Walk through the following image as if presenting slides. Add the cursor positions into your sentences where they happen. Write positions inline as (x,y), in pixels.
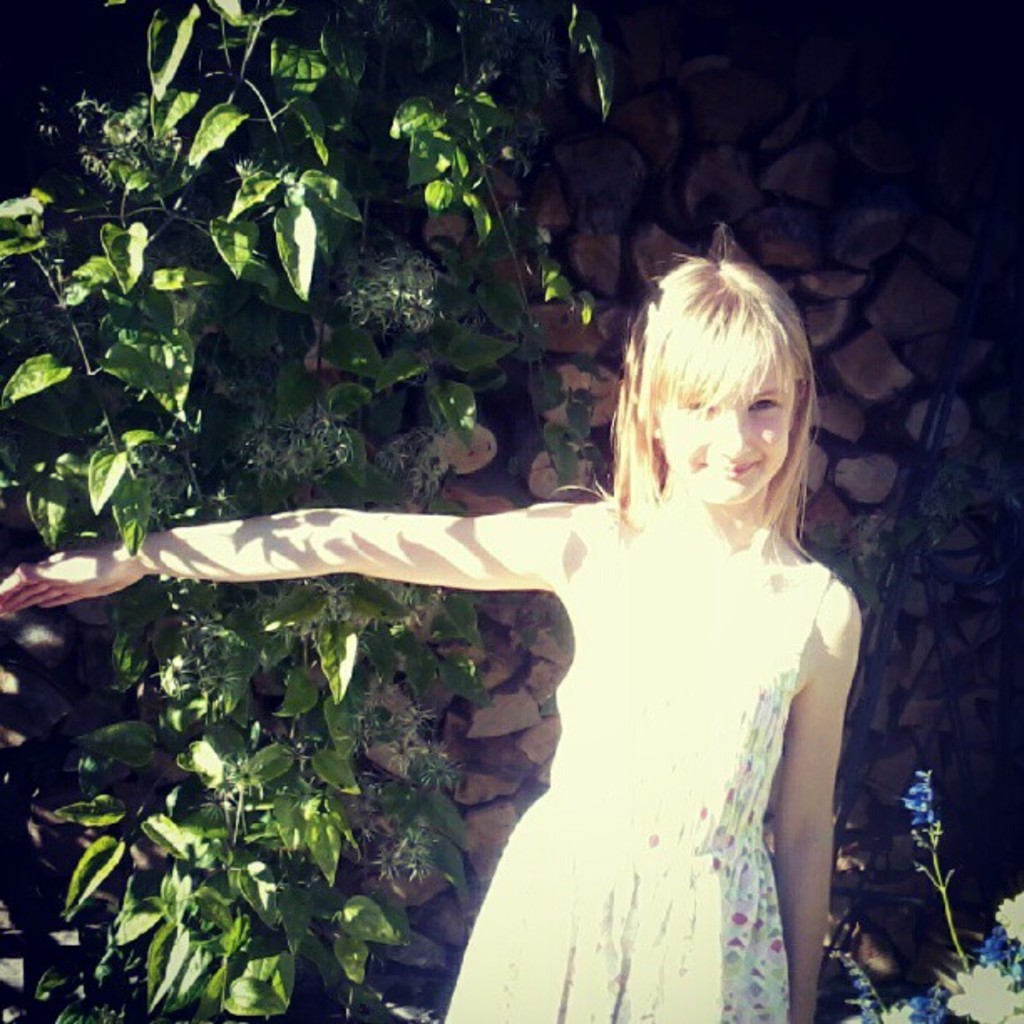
In this image there is a girl (787,559) standing in front of a log pile (540,766) beside that there are some plants (379,930).
